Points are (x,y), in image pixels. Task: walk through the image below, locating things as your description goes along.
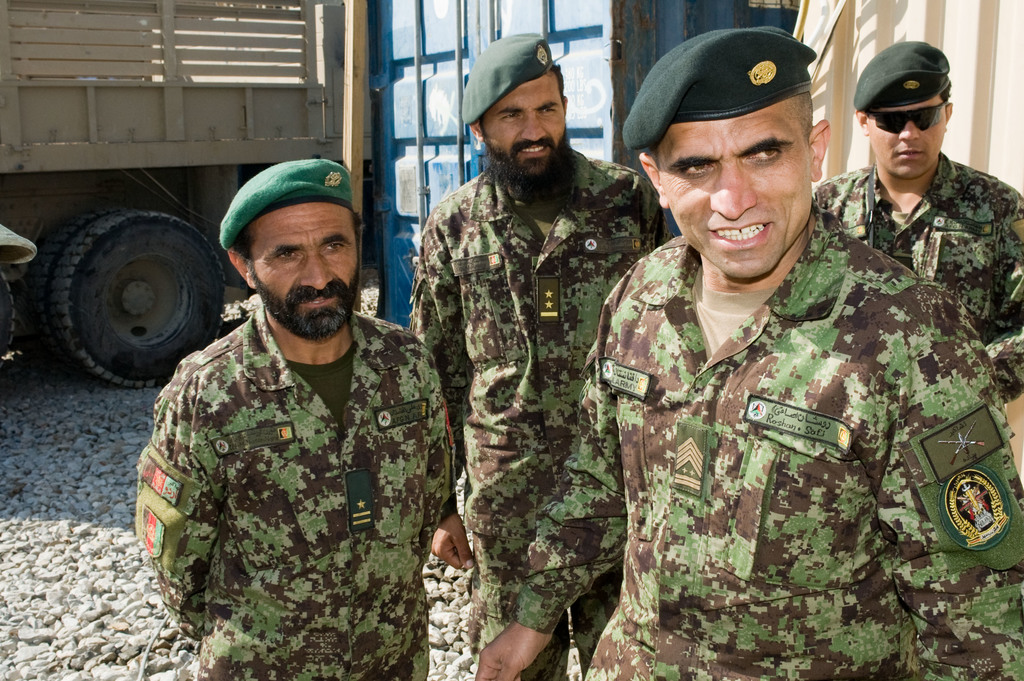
In this image we can see some soldiers (527,309) wearing similar dress (771,416) standing and in the background of the image (182,146) there is truck (171,201) which is of cream color and blue color container (443,142).
